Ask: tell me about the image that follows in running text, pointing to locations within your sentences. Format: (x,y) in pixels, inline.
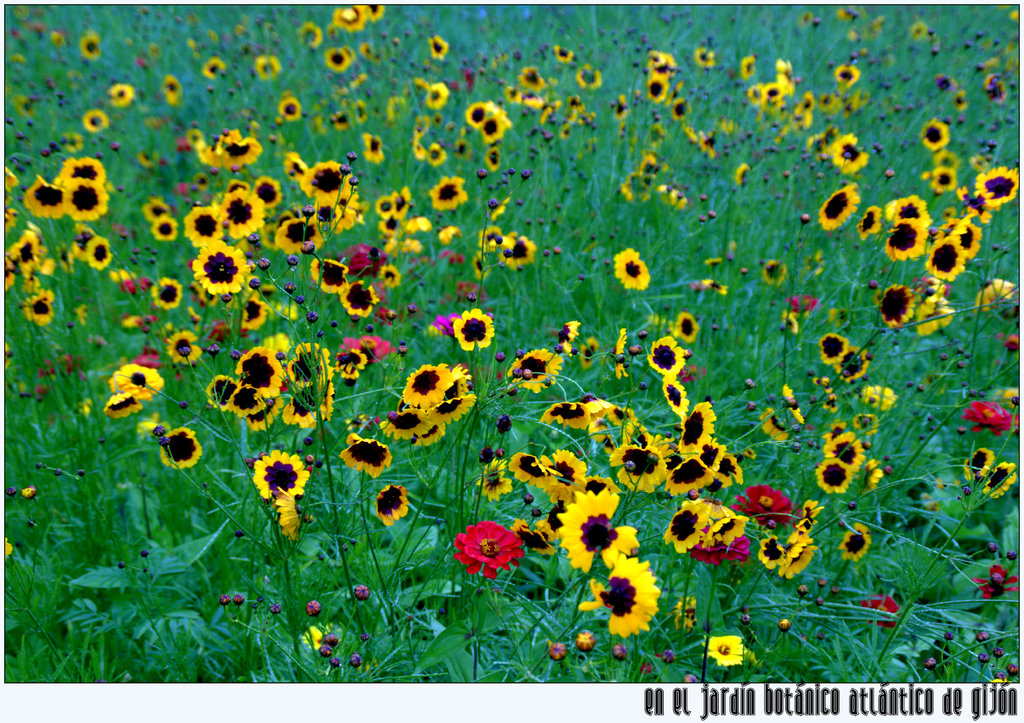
In this image I can see plants (409,330) and I can see yellow color flowers (156,205).
